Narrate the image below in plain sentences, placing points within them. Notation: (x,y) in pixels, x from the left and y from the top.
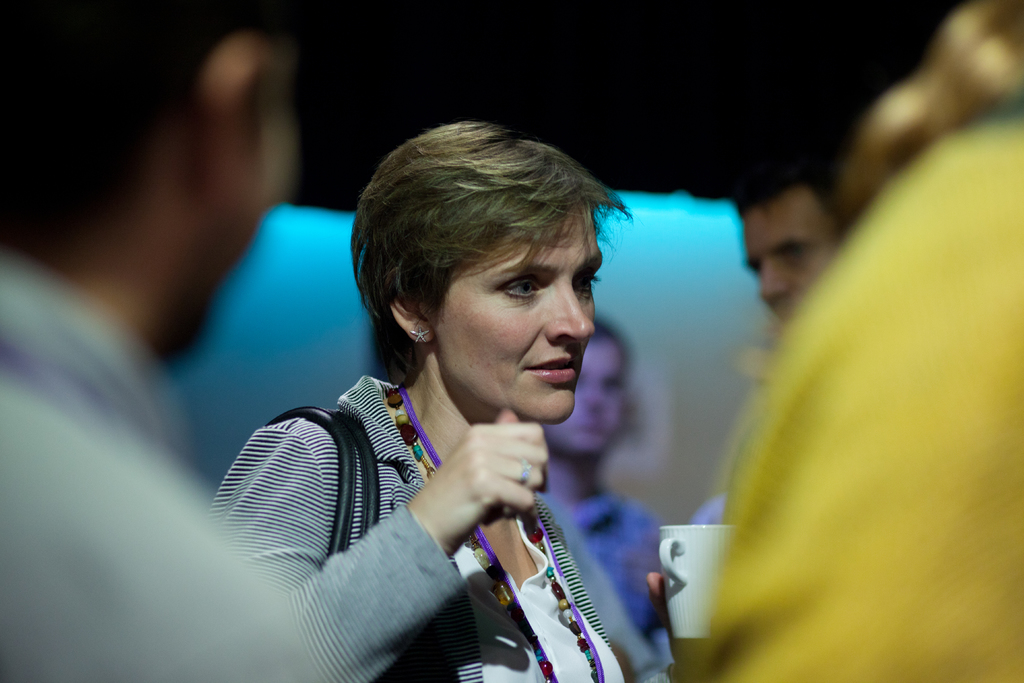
In the image we can see there are people (582,515) standing and the woman (523,574) is holding coffee mug (686,567) in her hand (465,481). Only the woman (572,576) is focused in the image. Background of the image (707,436) is blurred.
